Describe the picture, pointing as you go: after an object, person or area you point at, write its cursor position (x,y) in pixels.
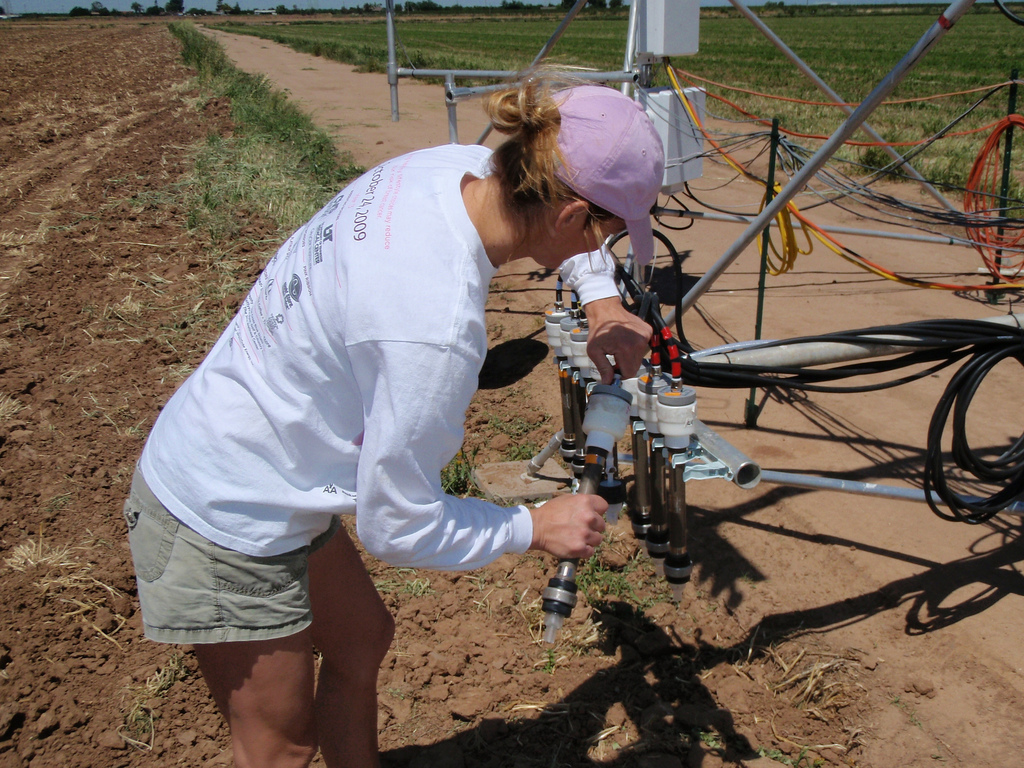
In this image in the center (439,328) there is one woman (439,328) and she is doing something. On the right side (829,343) there are some wires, instruments (660,438) and some poles (767,216). At the bottom (663,608) there is mud (864,645) and grass (222,196), in the background (325,9) there are trees (211,13) and grass (386,40) and in the center (660,279) there is a walkway (243,68).
